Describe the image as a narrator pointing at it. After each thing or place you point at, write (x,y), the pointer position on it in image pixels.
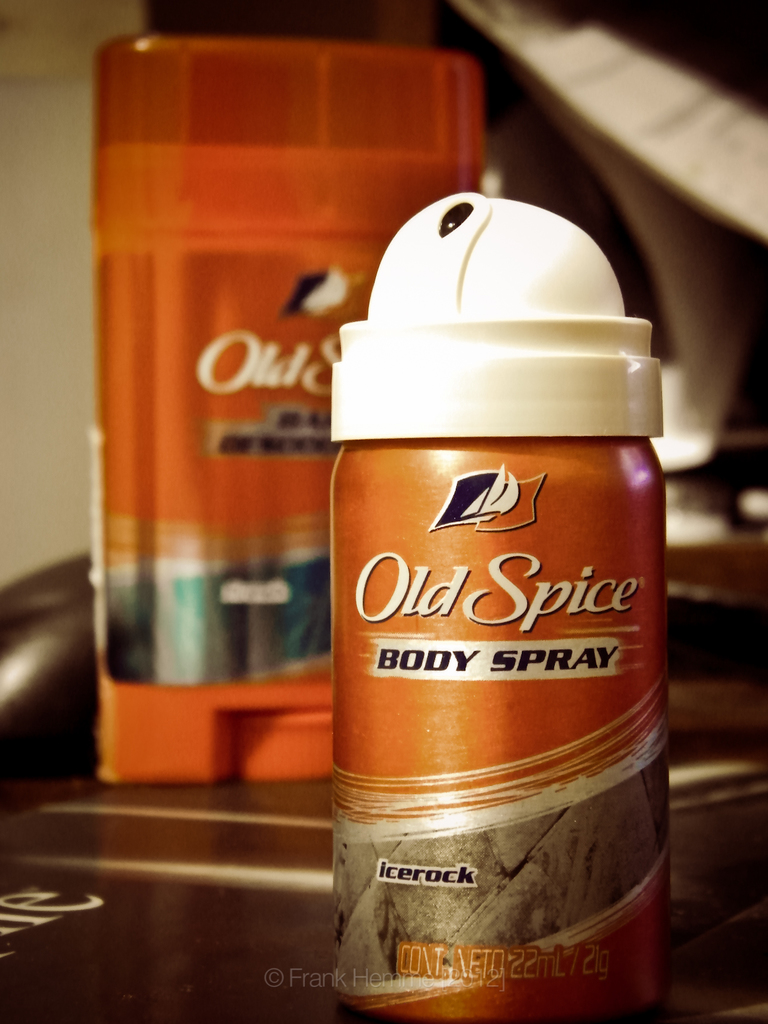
In the center of the image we can see one table (165,974). On the table (754,687), we can see bottles (386,609) and a few other objects (80,641). On the bottle (453,694), it is written as "Old Spice". At the bottom of the image (328,977), there is a watermark (306,977). In the background (730,451) there is a wall (30,118) and a few other objects (599,57).
